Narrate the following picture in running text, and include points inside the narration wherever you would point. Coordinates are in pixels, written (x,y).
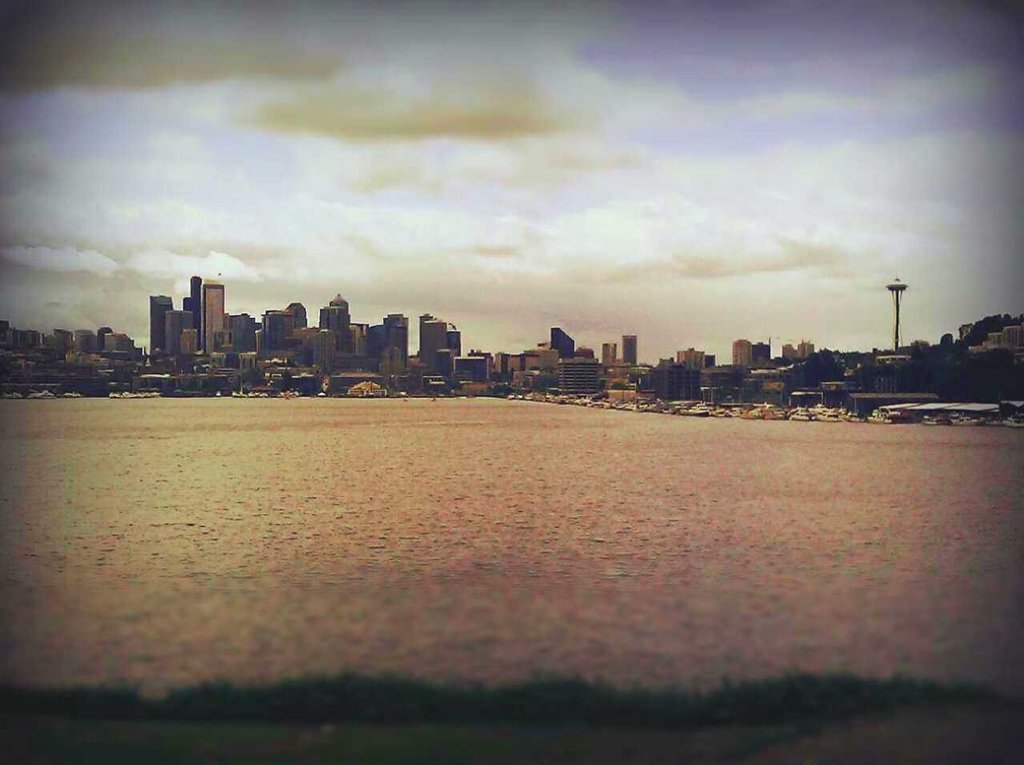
This is a picture of a city (116,362). In the foreground of the picture (418,689) there are plants (265,703) and water (578,479). In the center of the picture (504,360) there are buildings (455,340), boats (730,415) and trees (959,367). Sky (602,273) is bit cloudy. This is an edited image.
